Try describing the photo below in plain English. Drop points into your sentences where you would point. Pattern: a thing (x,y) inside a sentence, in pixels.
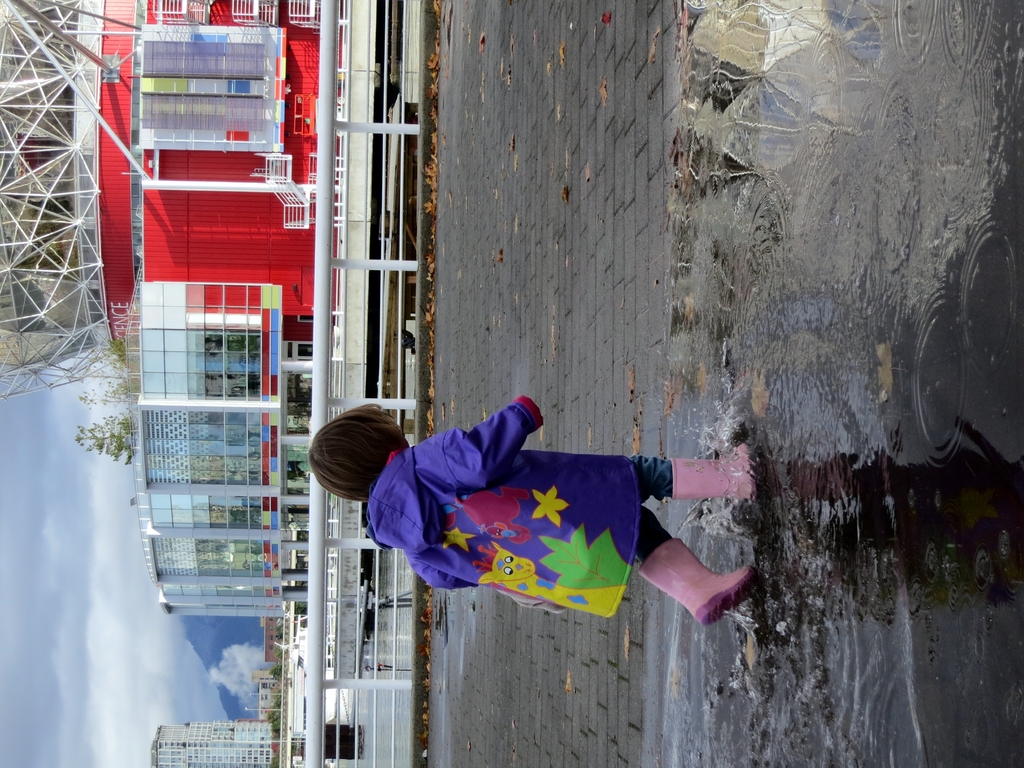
This image consists of a kid (570,568) walking on the road (628,212). At the bottom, there is water (932,548). In the middle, there are buildings (210,479). And we can see a road (644,214). On the left (36,625), there are clouds (89,672) in the sky (89,672).
